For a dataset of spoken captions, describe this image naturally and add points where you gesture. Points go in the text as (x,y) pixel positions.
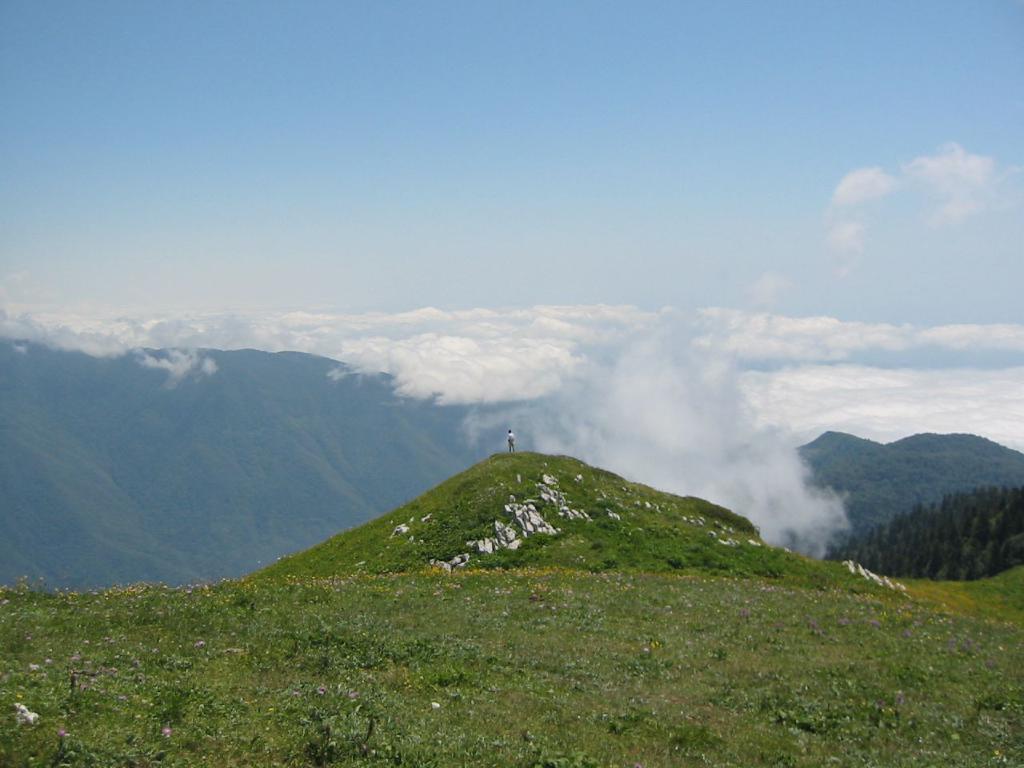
In this picture there is greenery (463,586) at the bottom side of the image (181,588) and there is a man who is standing in the center of the image (507,443), there is sky (444,231) at the top side of the image (406,242).
